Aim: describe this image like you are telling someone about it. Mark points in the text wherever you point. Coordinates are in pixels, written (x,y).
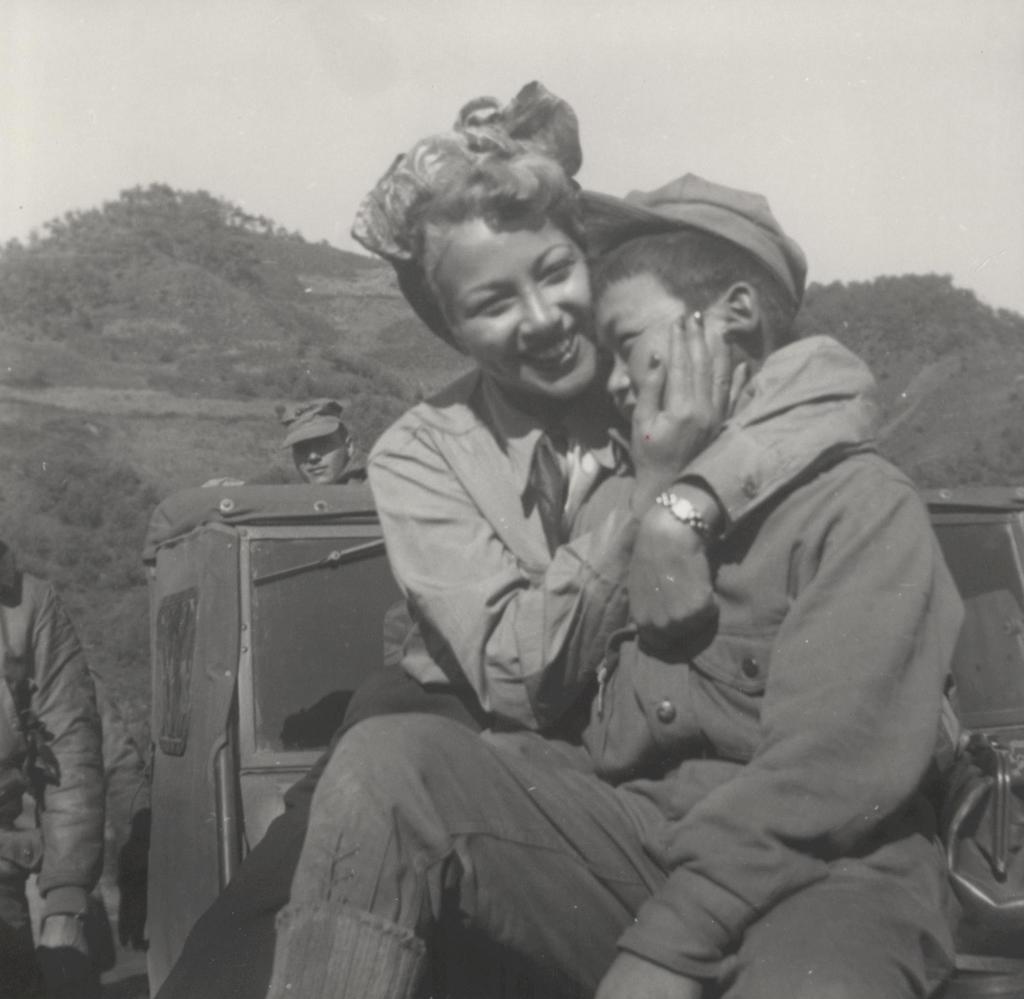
In this image there are two persons (586,724) sitting on a vehicle (209,684) on the right side of this image (713,648). There are some persons (31,622) on the left side of this image (79,699) and person (319,473) is in middle of this image (345,470). There is a mountain (964,426) in the background (249,356). There is a sky (326,50) on the top of this image (794,92).
